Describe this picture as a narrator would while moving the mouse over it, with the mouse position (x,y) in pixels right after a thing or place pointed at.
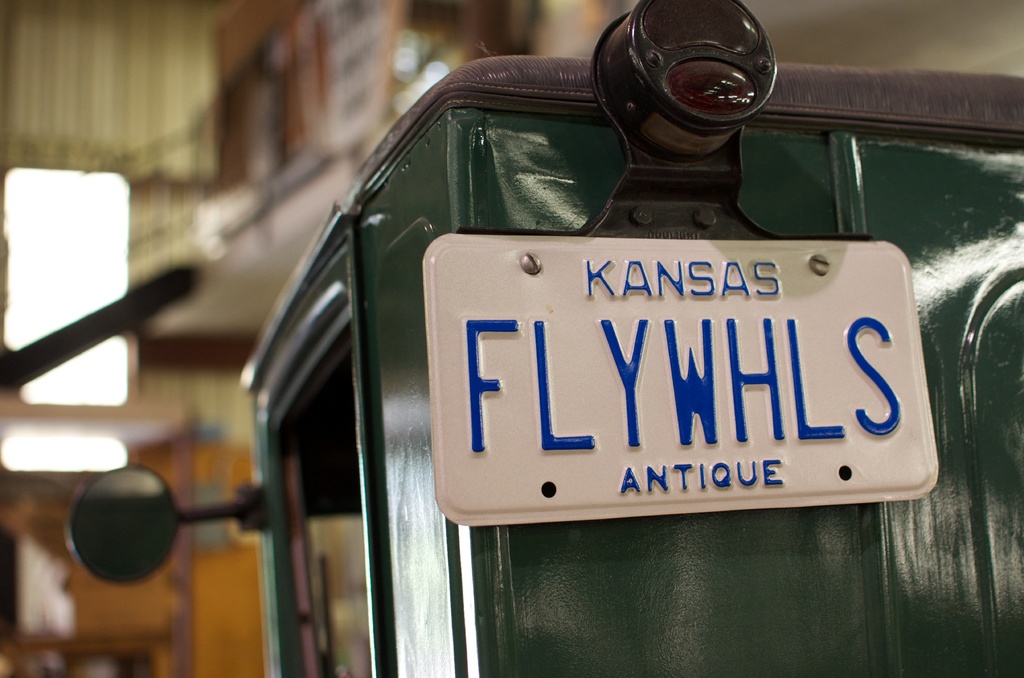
In this image I can see on the right side (856,262) it looks like a board (593,340) on the vehicle (613,524) and we can see the blurry background (259,191).
